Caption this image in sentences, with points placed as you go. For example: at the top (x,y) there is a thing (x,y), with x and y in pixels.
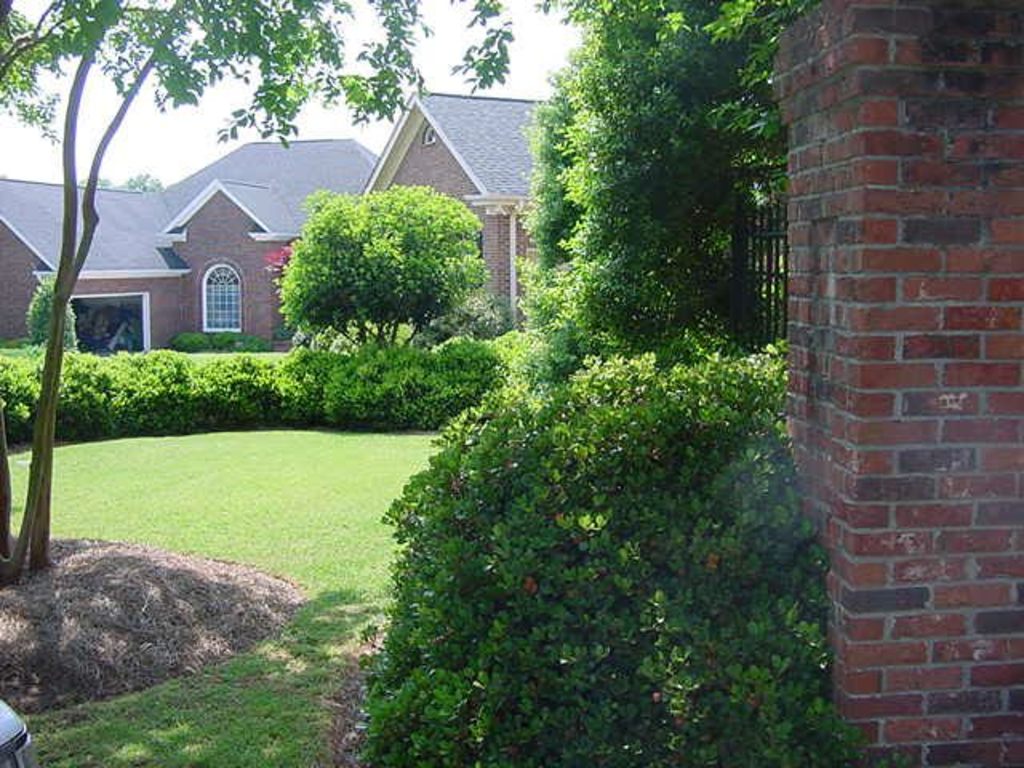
In the right side (906,199) it's a brick wall (902,498), these are the plants (576,393) in the middle (498,381). In the long back side there are houses (229,234), in the left side (270,29) there are trees (218,17).
